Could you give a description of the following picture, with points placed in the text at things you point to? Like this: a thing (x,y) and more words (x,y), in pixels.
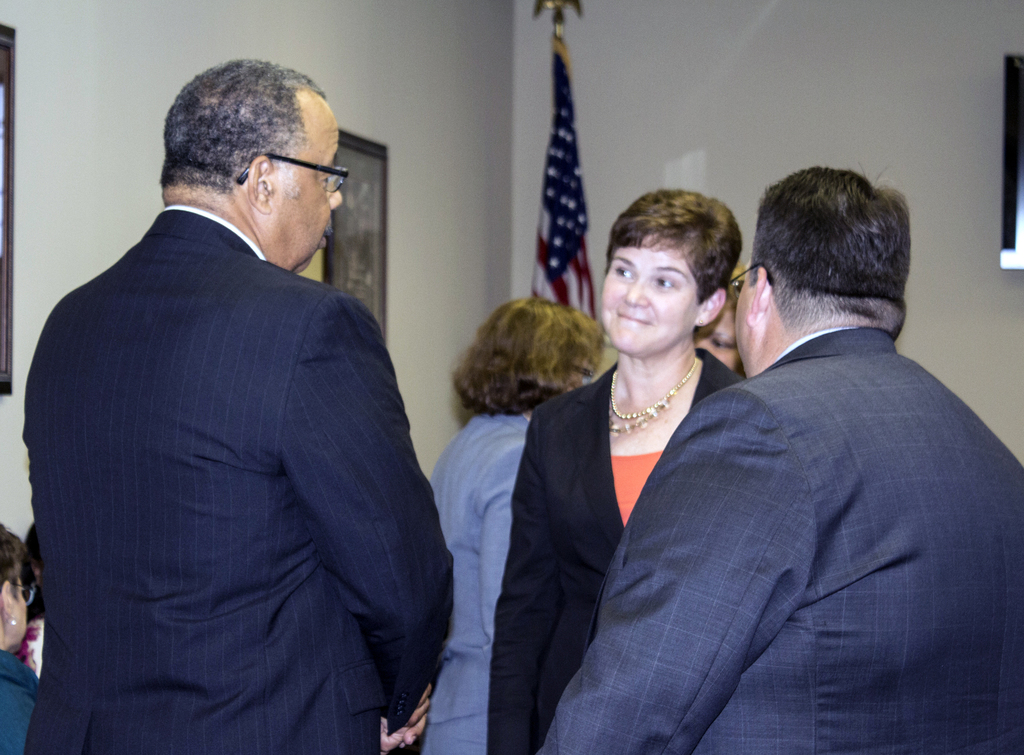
In this image I can see some people (496,620). On the left side (337,234) I can see a photo frame (372,208) on the wall (404,208). In the background (523,176), I can see a flag (547,161) and the wall (681,101).
